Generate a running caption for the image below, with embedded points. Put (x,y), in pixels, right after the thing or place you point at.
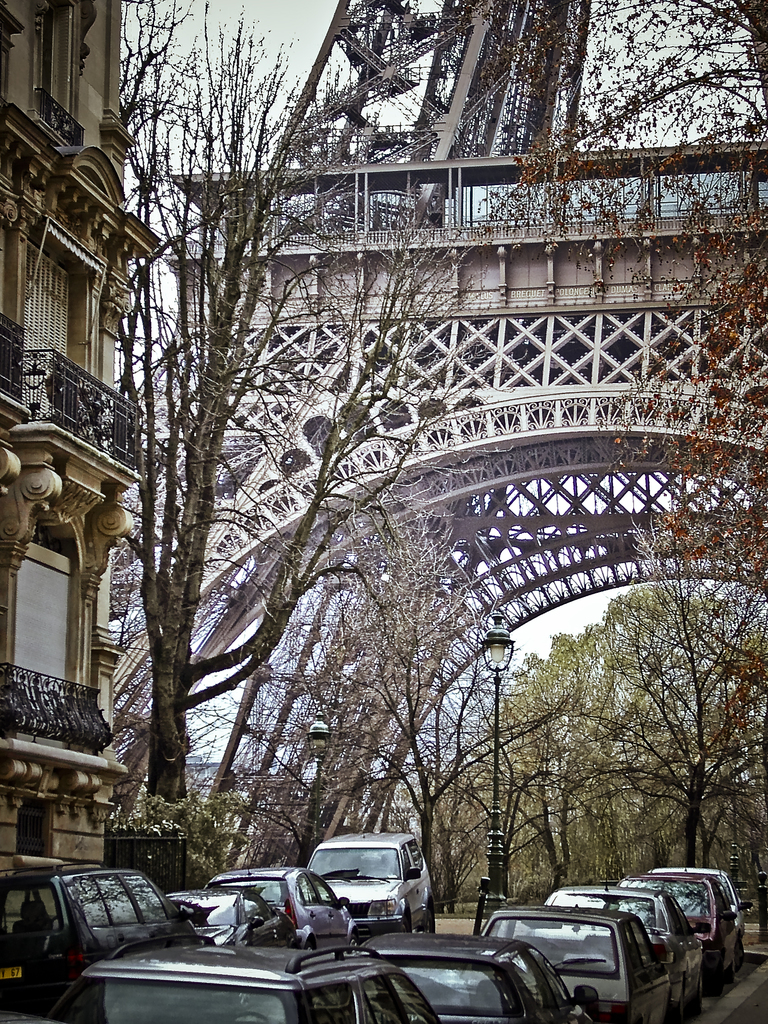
In this image there are cars (330,925) on the road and on the left side (64,556) there is a building (56,579) and in front of the building (60,502) there is a dry tree (195,533). In the center (508,465) there is an arch (413,608) and there are trees (555,722) in the background (558,741) and there is a pole (496,703).
